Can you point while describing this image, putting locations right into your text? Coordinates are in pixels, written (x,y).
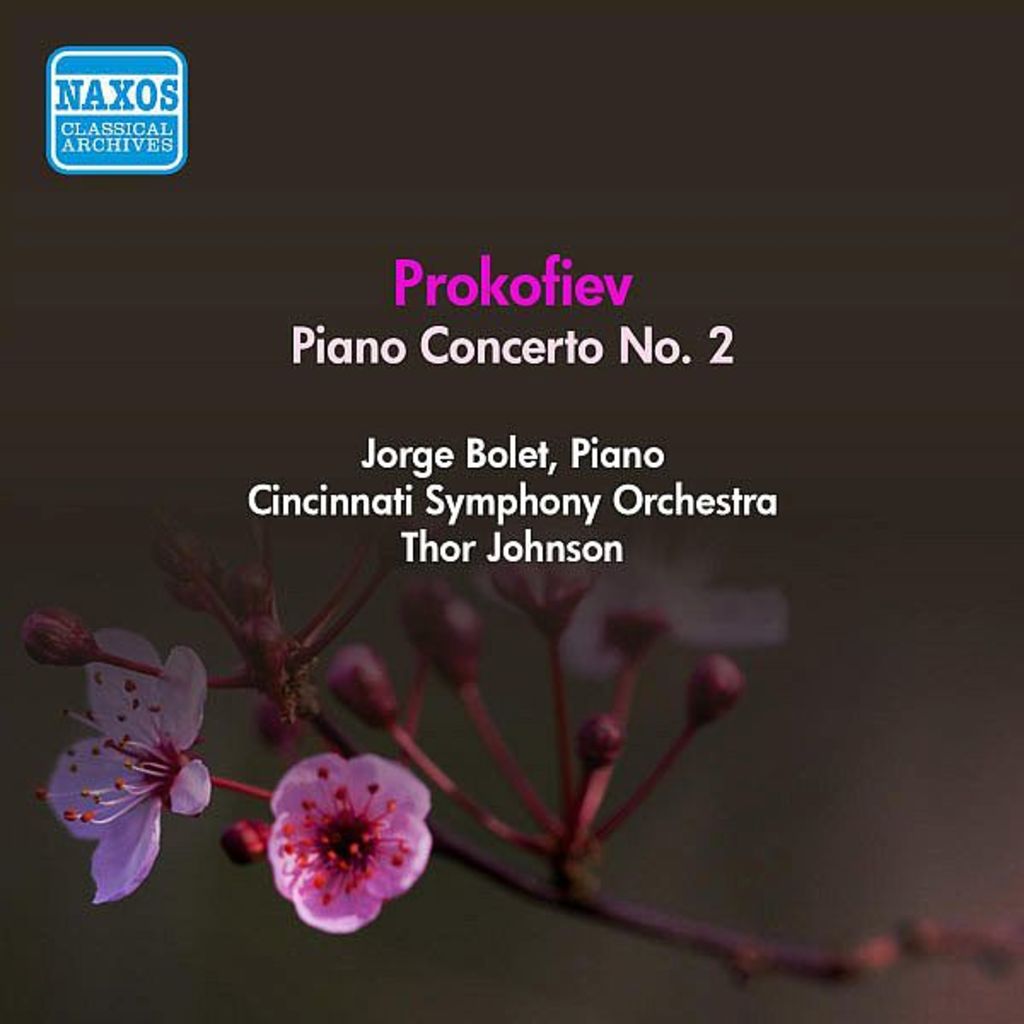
On the top left (178,80), there is a watermark (166,60). In the middle of this image (664,515), there are white and pink color texts (667,500). In the background (478,816), there is a branch (460,799) of a tree (273,589) having flowers (98,857). And the background (893,691) is dark in color.
